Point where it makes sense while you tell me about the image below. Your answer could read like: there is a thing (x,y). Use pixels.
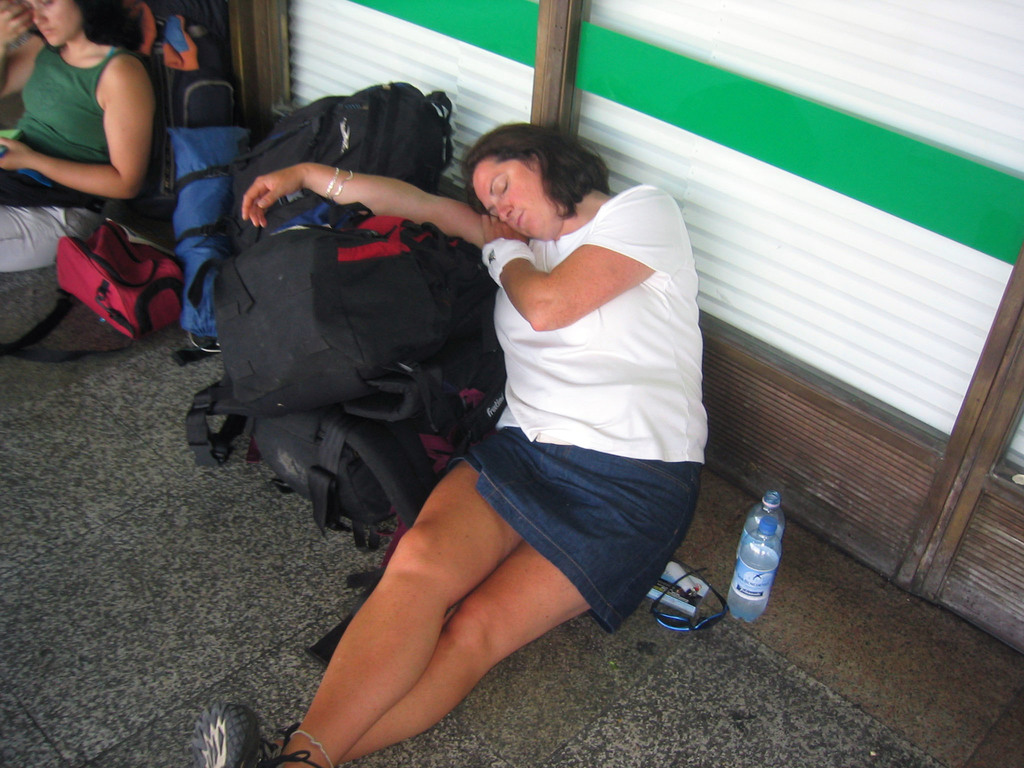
In the center of the image (533,397) there is a lady (553,576) lying on the bags (481,414). There are bottles (739,608), glasses (707,608) placed beside her. On the left (36,62) there is another lady (57,69) sitting. There are many backpacks (289,338).
